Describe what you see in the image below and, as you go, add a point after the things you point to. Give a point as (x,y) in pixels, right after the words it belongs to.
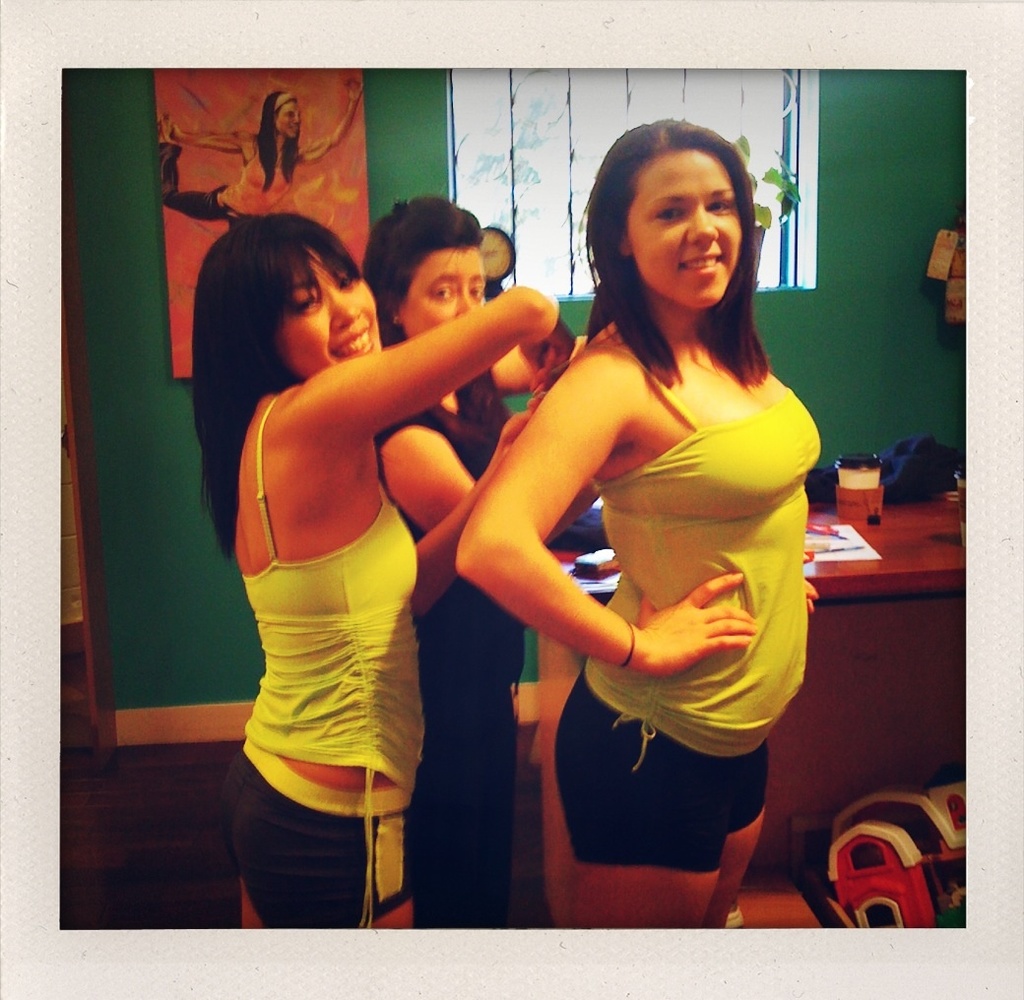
There is a woman (261,381) in a light green color top (358,605), smiling, standing and holding dress (782,676) of the other woman (741,251) who is standing and smiling. In the background (365,225), there is another person (478,291), a photo frame (328,144) on the green wall (383,123) which is having a window (773,118) and there are some objects (832,498) on the table (868,531).
